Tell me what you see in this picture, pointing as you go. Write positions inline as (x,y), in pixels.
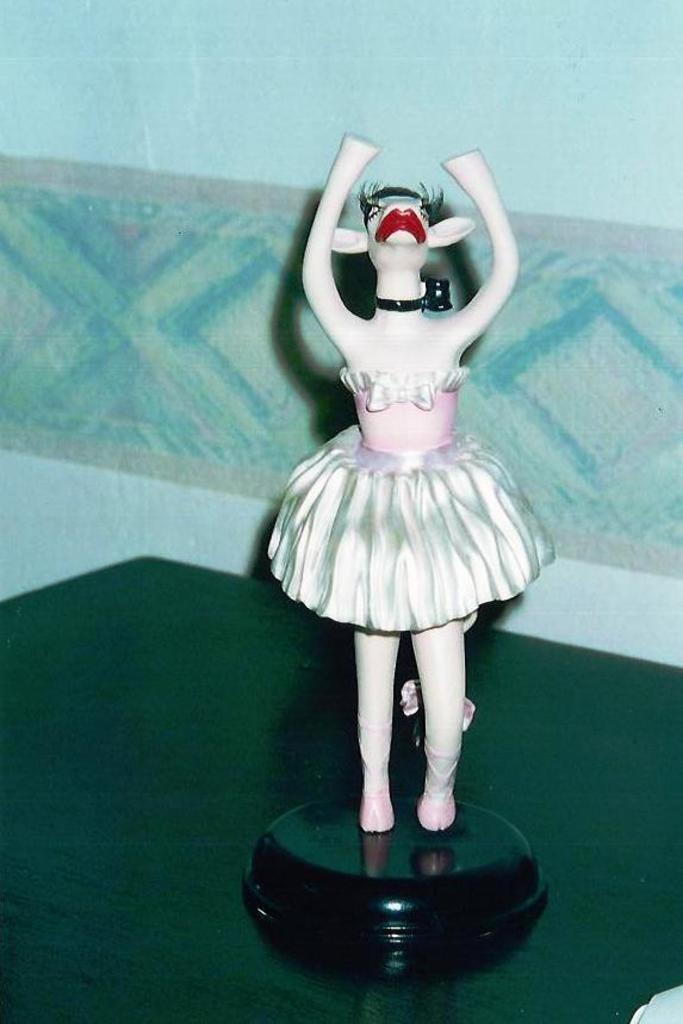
In this picture we can see a toy (289,520) on the green surface (187,696) and in the background (426,80) we can see the wall (332,85).
